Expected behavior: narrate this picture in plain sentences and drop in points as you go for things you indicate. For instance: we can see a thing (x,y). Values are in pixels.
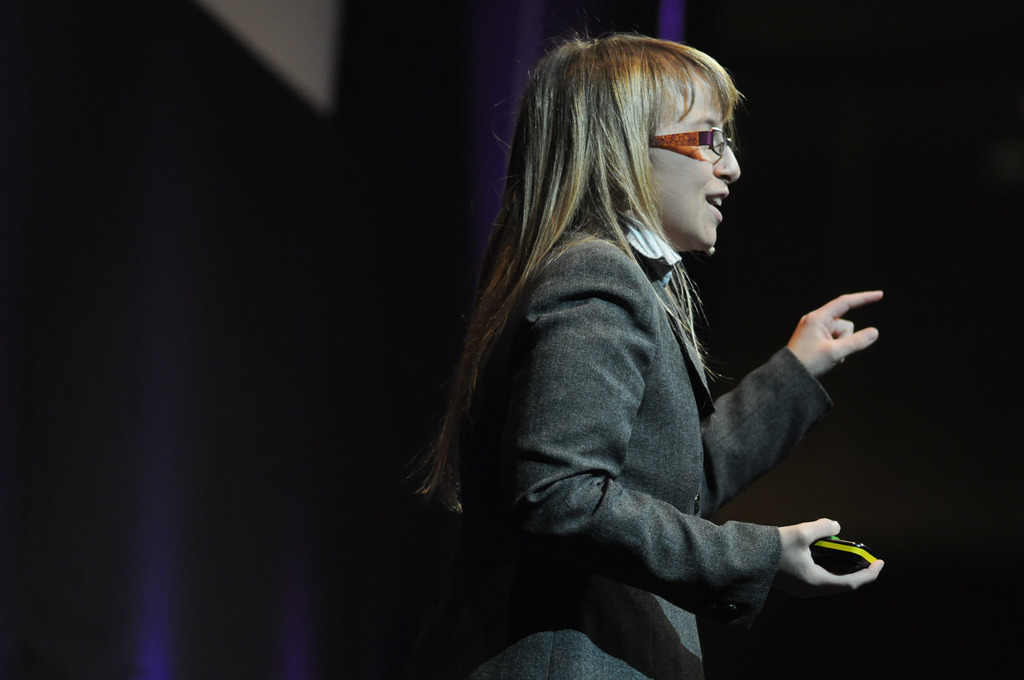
In the image there is a woman (601,398), she is talking and she is holding some object (820,565) in her hand (819,535), the background of the woman (535,201) is blur.
